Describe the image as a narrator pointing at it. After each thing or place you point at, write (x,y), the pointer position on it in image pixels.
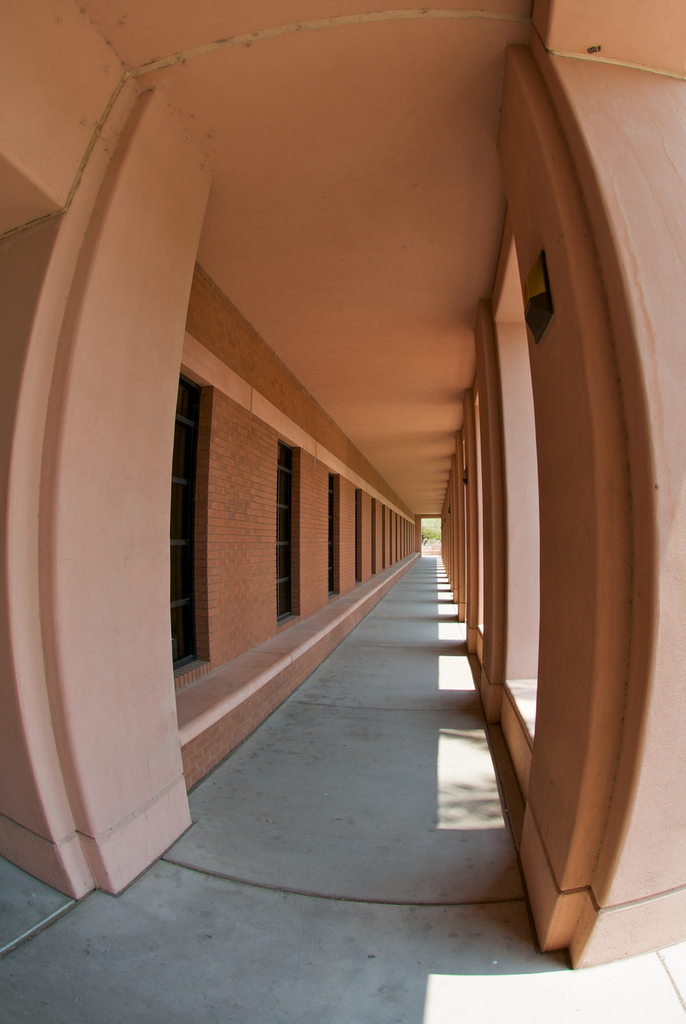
In this image we can see some windows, walkway (274,827) and there are some pillars (19,685) which are in pink color and top of the image (245,280) there is roof (361,289).
